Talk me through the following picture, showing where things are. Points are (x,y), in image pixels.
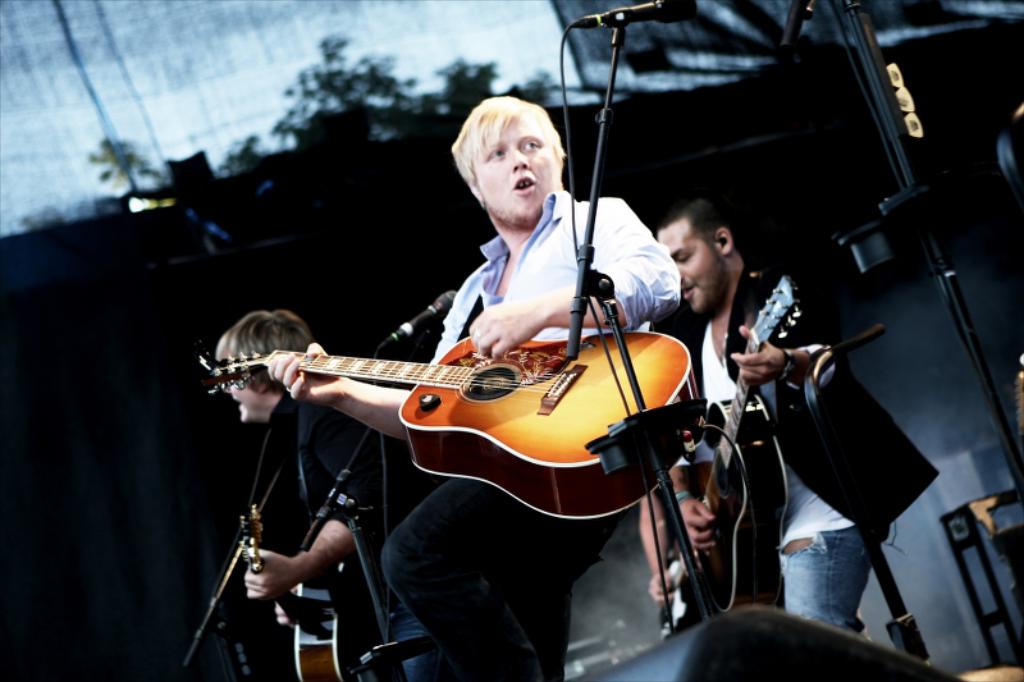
In this picture there are three people (470,490) standing on the stage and playing guitars (447,410) in their hands (302,559). All of them were men (677,334). There are some microphones (645,4) and a stands (427,331) here. In the background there is a pole (869,34) and some trees (339,140) here.
